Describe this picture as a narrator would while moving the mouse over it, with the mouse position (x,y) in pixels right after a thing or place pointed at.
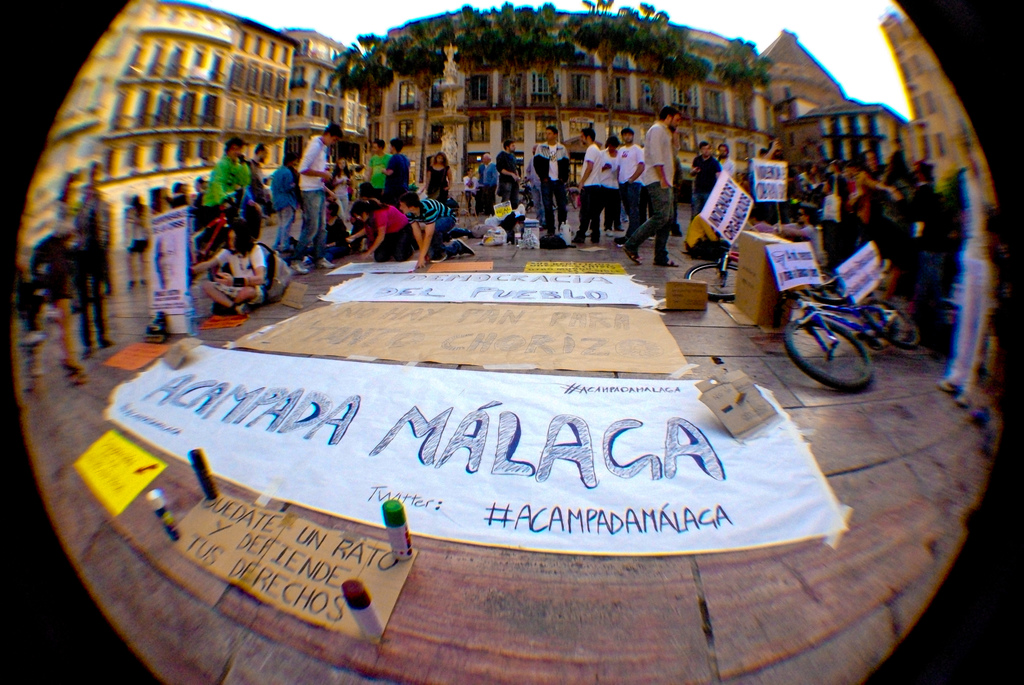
In this image in the center (411,428) there is one glass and through the glass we can see some buildings (437,133), some persons (579,206) are standing and some of them are sitting and they are painting. At the bottom (257,526) there are some posters (667,412), on the posters (352,481) there is some text (445,347) and also there are some cycles (842,334) and boxes (738,308).
